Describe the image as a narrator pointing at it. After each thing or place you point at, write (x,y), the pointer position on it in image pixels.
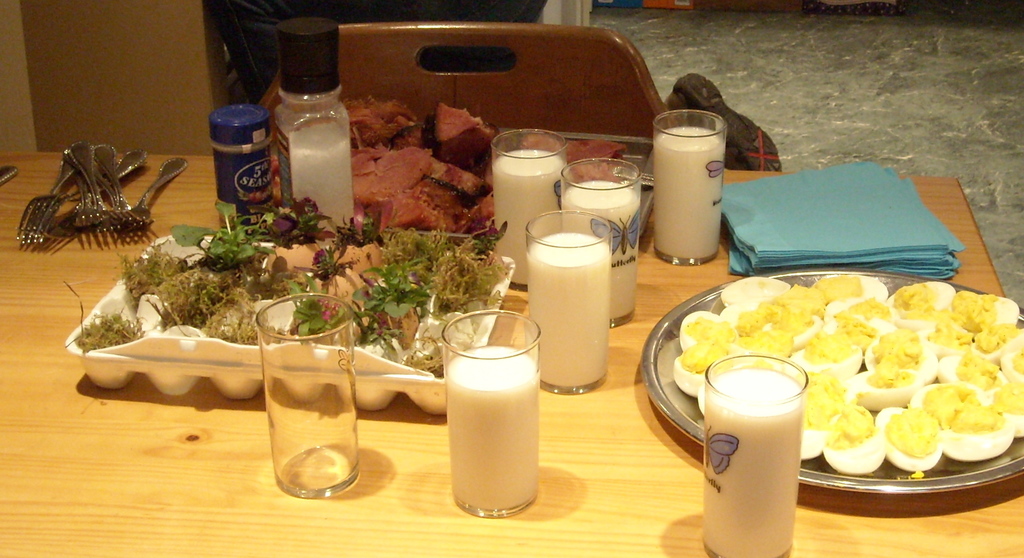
In the picture we can see a table (42,410) on it, we can see a plate (875,488) with egg slices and beside it, we can see some glasses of milk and besides, we can see a tray (167,249) with some leafy vegetables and beside it, we can some forks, and we can also see some blue color tissues (812,201) and behind the table (976,533) we can see a chair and beside it we can see a bag (746,152) on the floor (959,141).
